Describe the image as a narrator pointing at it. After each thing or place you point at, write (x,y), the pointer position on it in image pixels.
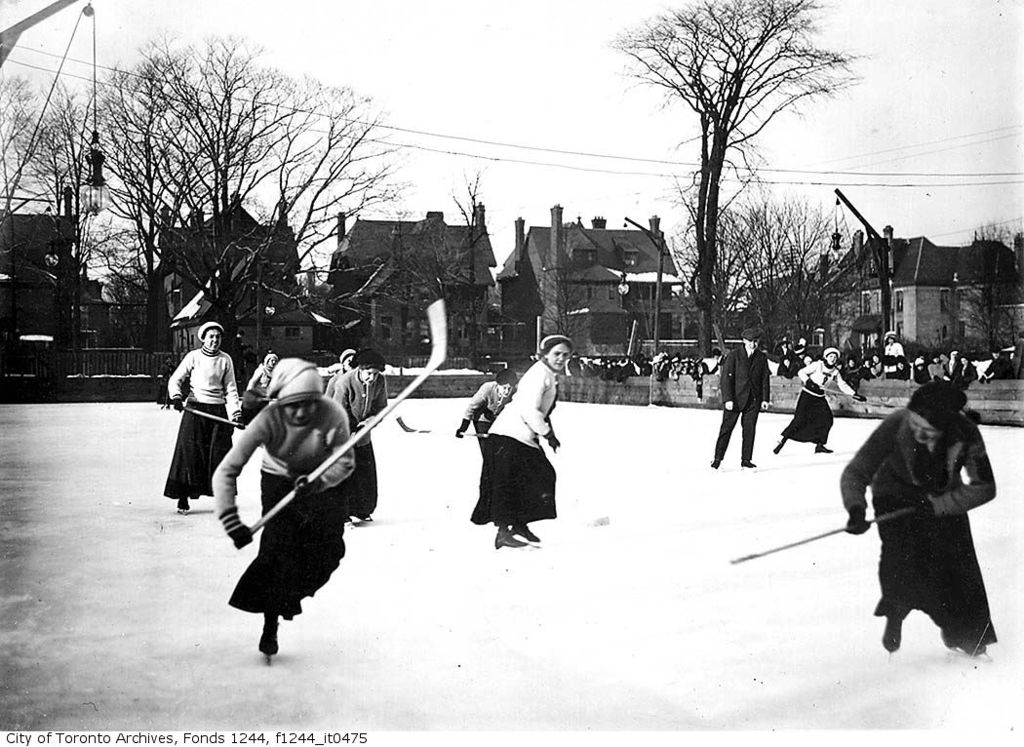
In this picture we can see few people (858,498) are playing game and few are watching the game, in the background (826,227) we can see few houses (855,240), trees (156,210), cables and fence (168,356), in the bottom left hand corner (221,739) we can see some text (206,742), it is a black and white photography.
